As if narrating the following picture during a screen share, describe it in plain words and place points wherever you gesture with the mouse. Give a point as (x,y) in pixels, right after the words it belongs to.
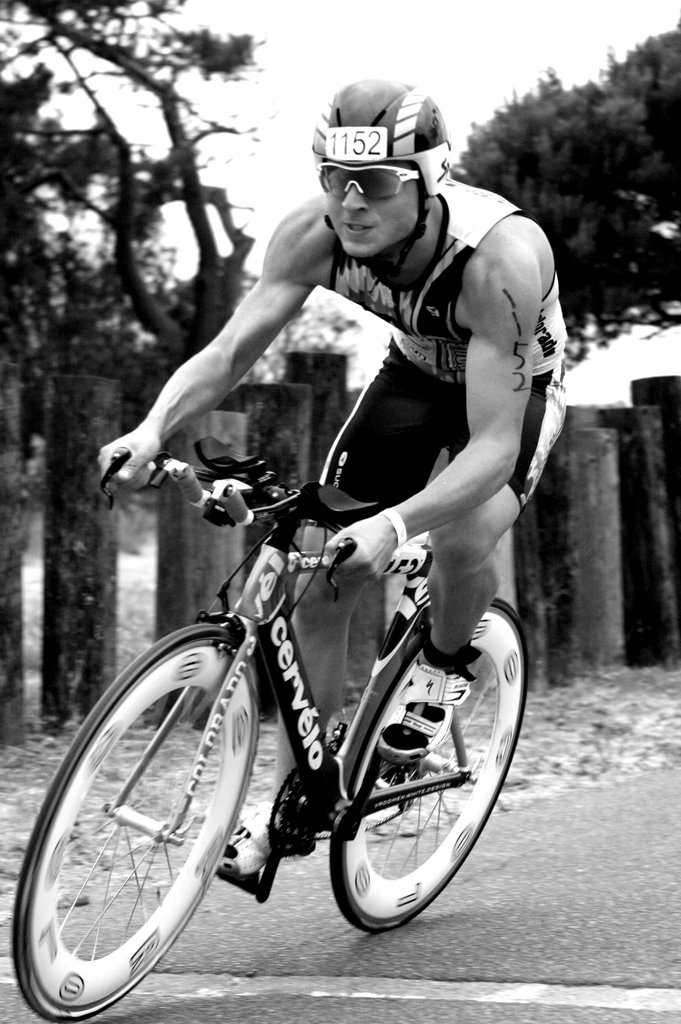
Here we can see a man (454,478) who is riding on bicycle (488,653) and he is wearing a helmet (363,115). And he has some number (362,157) on his helmet (376,159), it seems like a race and this number (371,150) is also present on his shoulder (513,296). He is riding on the road (495,982) and behind him there are woods (171,542) present and trees (627,139) are also there.
